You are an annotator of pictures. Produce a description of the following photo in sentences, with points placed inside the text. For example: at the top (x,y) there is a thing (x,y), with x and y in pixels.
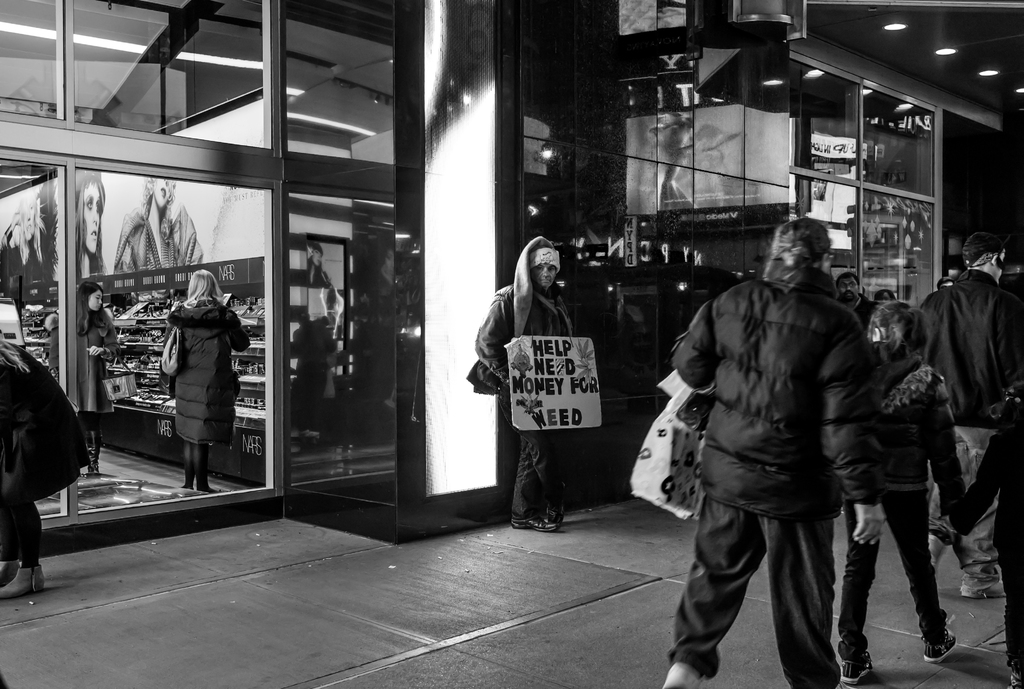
There are few persons (927,357) standing in the right corner (908,354) and there is another person (545,306) standing and holding a board (564,386) which has something written on it beside them and there is a store (334,275) behind him.
